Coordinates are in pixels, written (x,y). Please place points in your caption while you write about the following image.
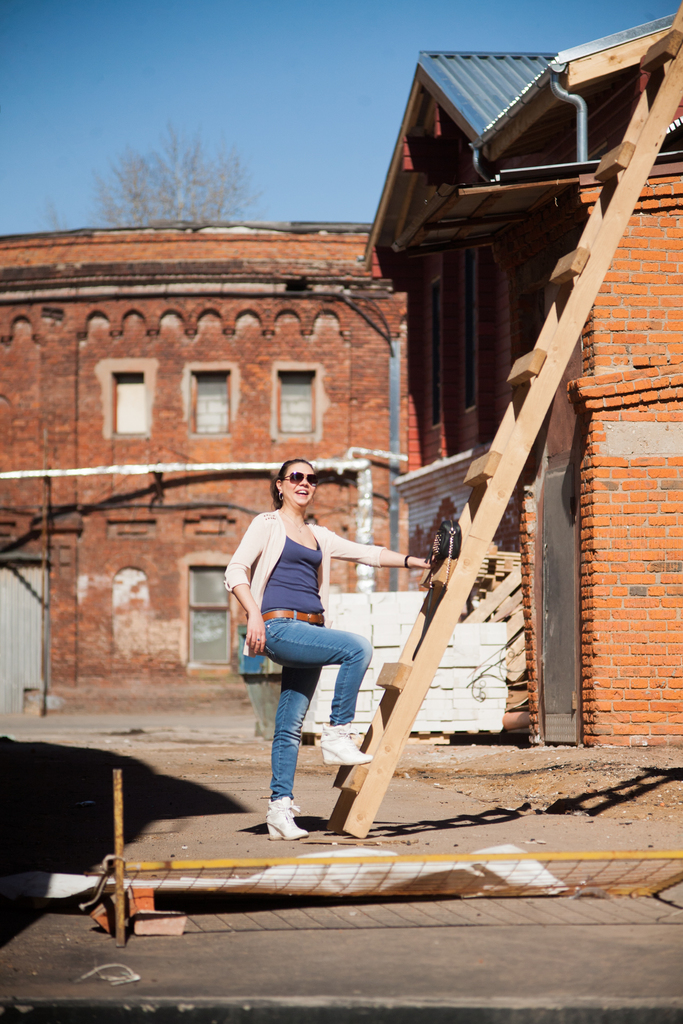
This picture is clicked outside. In the foreground (224,857) we can see some objects (291,881) lying on the ground (339,929). In the center (292,635) we can see a woman (284,547) wearing blue color t-shirt (275,573) and seems to be climbing the ladder (642,102). In the background (197,105) we can see the sky (197,49), tree (182,184) and the houses (300,342) and we can see the windows (297,389) and doors (566,591) of the houses (164,605) and we can see some other objects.
